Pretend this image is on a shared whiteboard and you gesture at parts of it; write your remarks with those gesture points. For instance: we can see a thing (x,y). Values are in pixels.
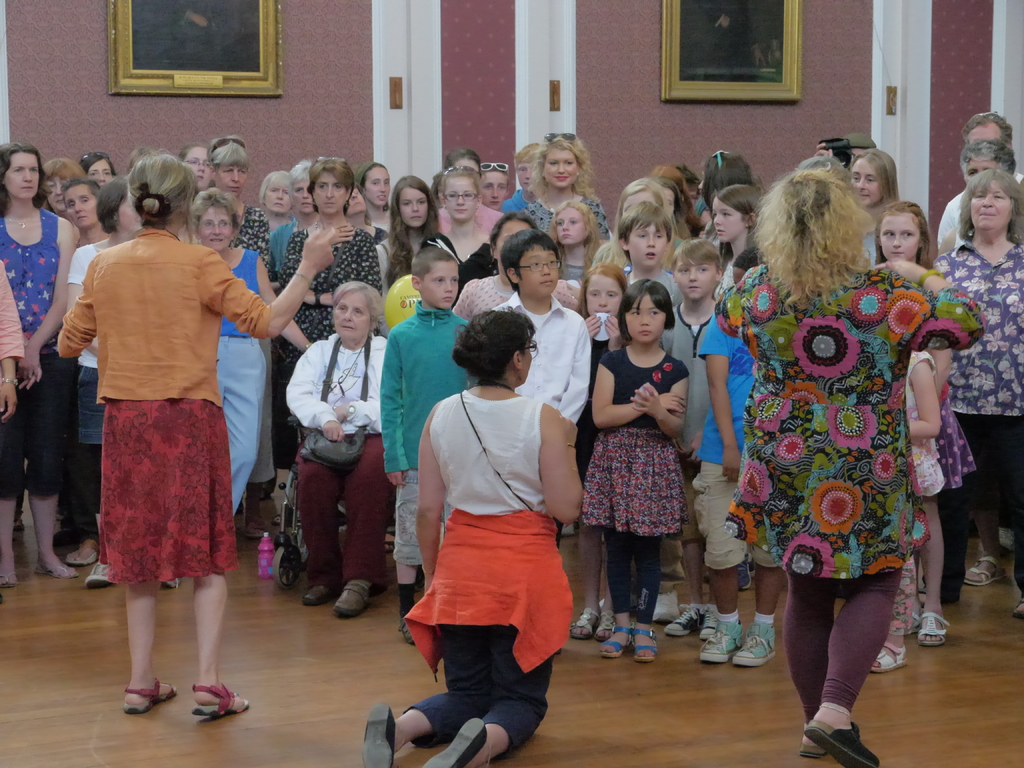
In this image I can see number of people (561,384) are standing. In the centre (368,288) I can see one person (343,327) is sitting on a wheelchair (290,538) and near her I can see a pink bottle (266,536). On the top side of this image (756,47) I can see two frames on the wall (827,71).
